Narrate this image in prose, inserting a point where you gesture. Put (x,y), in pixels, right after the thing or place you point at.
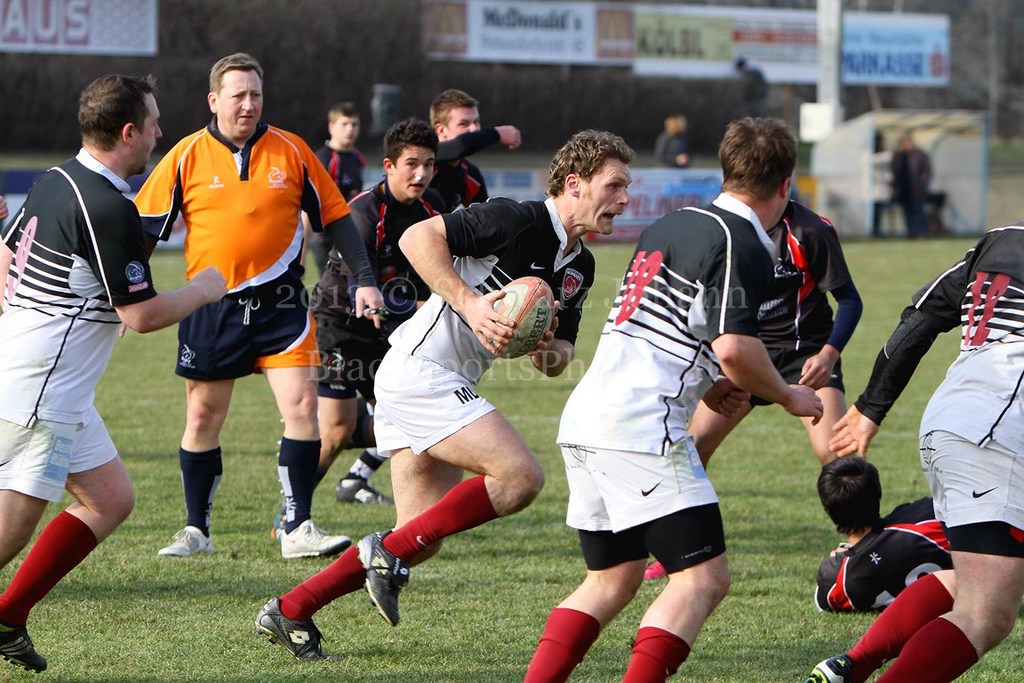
In this picture I can see group of people (888,586) playing rugby, and in the background (622,18) there are boards (785,44), pillar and there is a watermark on the image.
